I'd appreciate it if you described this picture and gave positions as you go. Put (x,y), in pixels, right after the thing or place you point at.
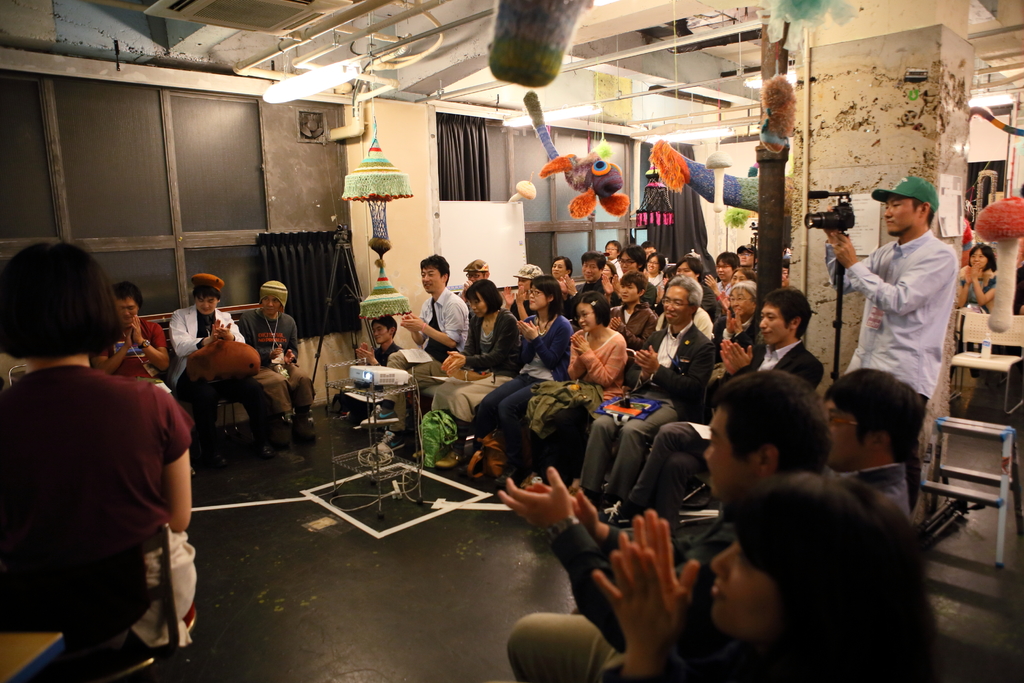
In this picture I can see a number of people (488,314) sitting on the chairs (14,597). I can see a person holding camera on the right side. I can see the projector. I can see the table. I can see the light arrangements (344,68) on the roof (479,8).
